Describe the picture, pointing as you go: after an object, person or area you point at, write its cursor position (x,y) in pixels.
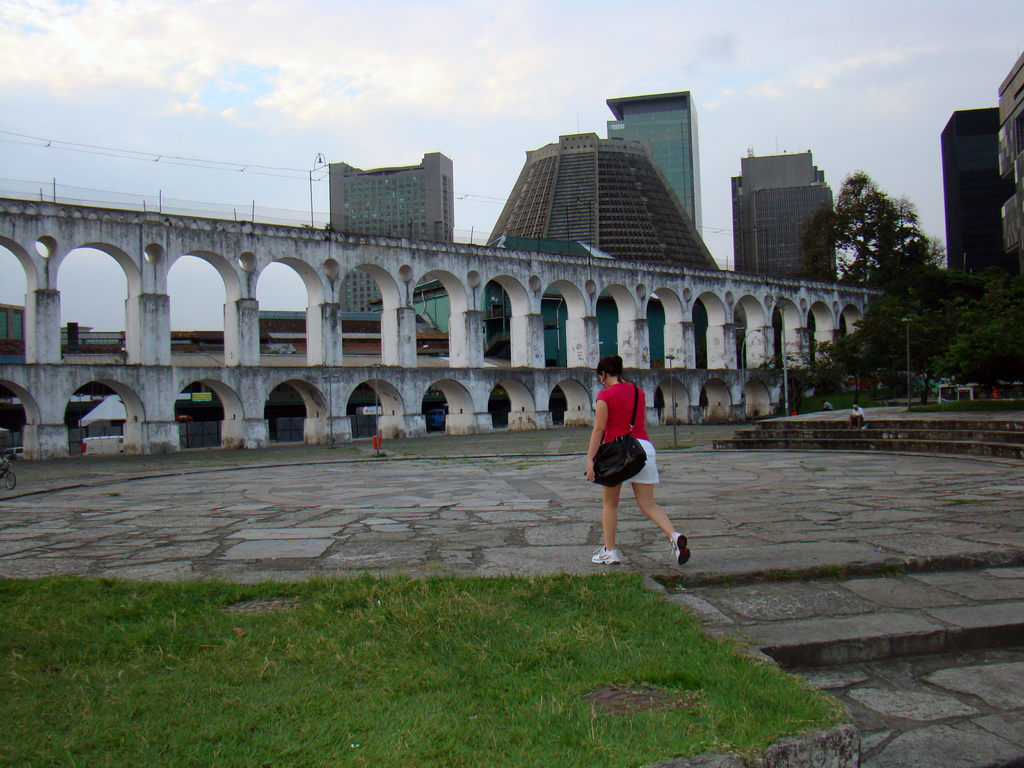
In this picture I can see a woman (606,378) in front (630,395) and I see that she is on the path (583,474). I can also see that she is carrying a bag (628,454). On the left side (73,619) bottom of this picture (446,613), I can see the grass (389,610). In the background (660,165) I can see the buildings (616,249) and few trees (916,266). On the top of this picture (908,33) I can see the wires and I can also see the sky (469,91). On the right side of this picture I can see a person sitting on the steps (929,430).
